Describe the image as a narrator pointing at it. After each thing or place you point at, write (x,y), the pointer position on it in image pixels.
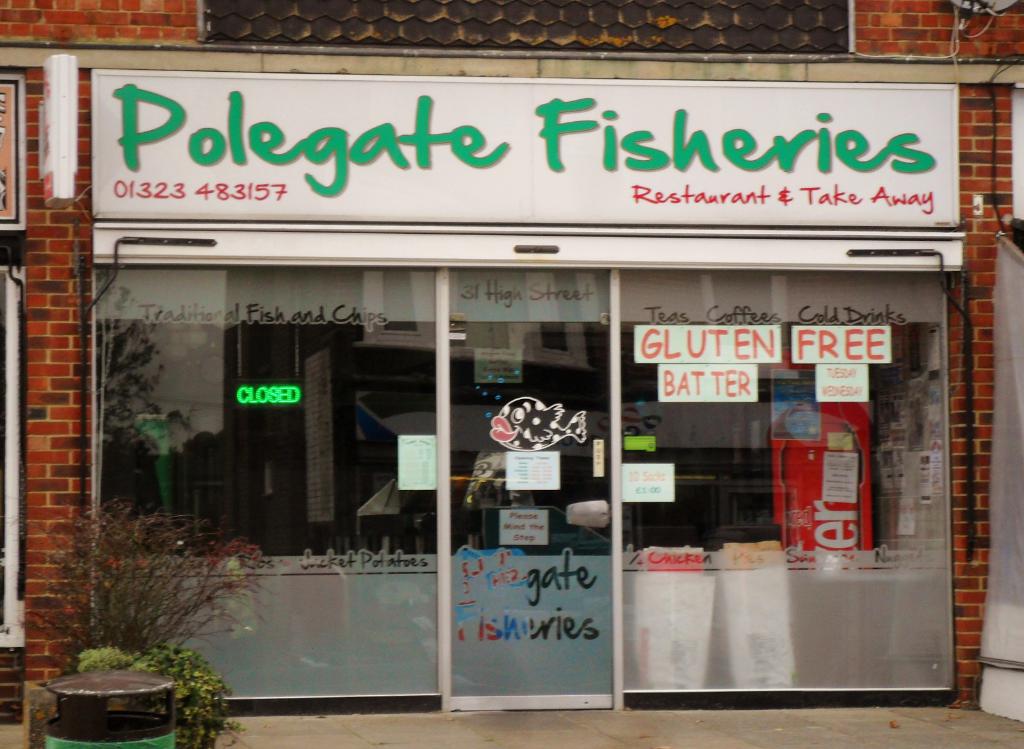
Here we can see a store (560,411). Posters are on glass windows (750,458) and glass door (522,561). In-front of this store (417,569) there are plants (161,644). Here we can see hoarding (591,162). Wall (71,314) with bricks (41,392). Through this glass windows (716,523) we can see fridge (794,471) and posters (916,435) are on the wall (897,461).
